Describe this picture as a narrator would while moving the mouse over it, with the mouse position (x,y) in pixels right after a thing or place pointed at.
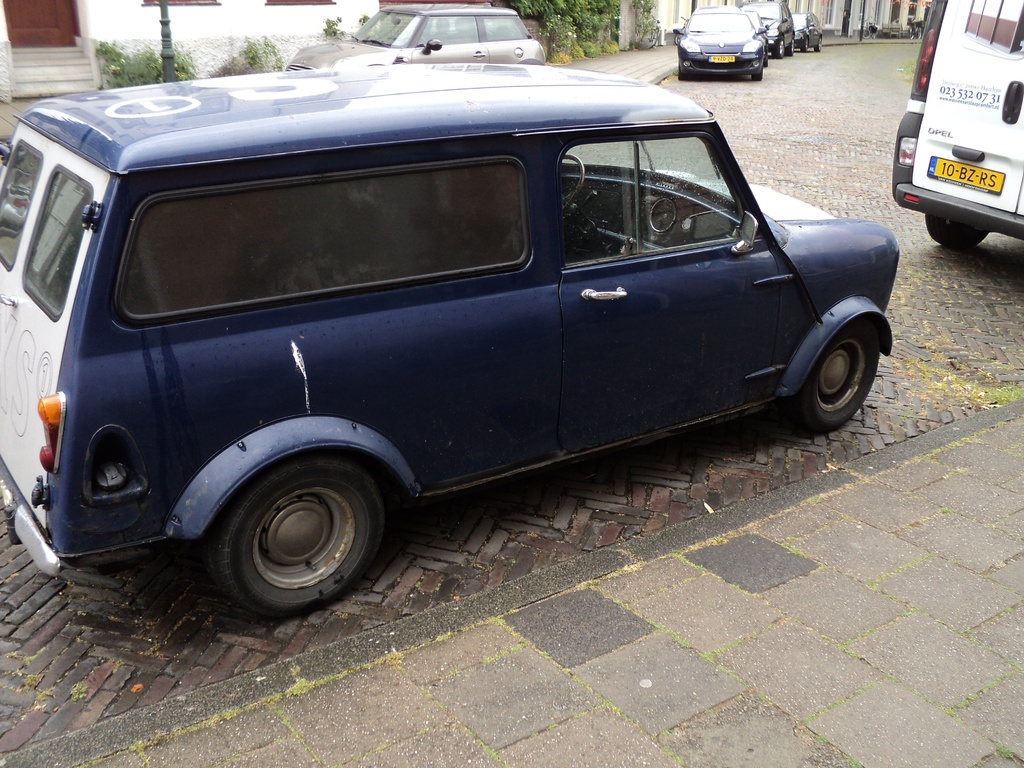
In the middle of the image (405,415) we can see some vehicles (1023,154) on the road (909,369). Behind the vehicles (947,26) we can see some plants (335,22), poles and buildings (96,31).
